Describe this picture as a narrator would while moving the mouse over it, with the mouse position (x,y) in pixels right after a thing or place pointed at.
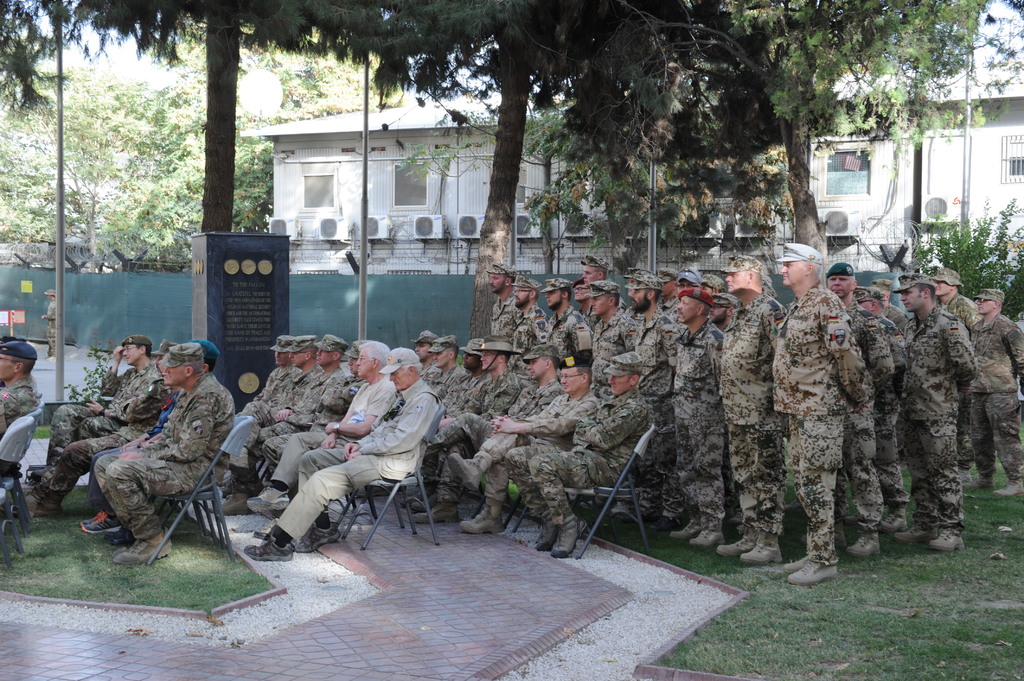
In this image there are a few army personnel (322,426) sitting in chairs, behind them there are a few army personnel (838,358) standing, beside them there are trees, plants (930,273) and poles (361,307), sign boards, a structure (241,328) with some text (242,313) on it, a barbed wire fence (21,266) covered with a cloth (344,308), on the other side of the fence (853,242) there is a building (294,181) and trees (132,181).
